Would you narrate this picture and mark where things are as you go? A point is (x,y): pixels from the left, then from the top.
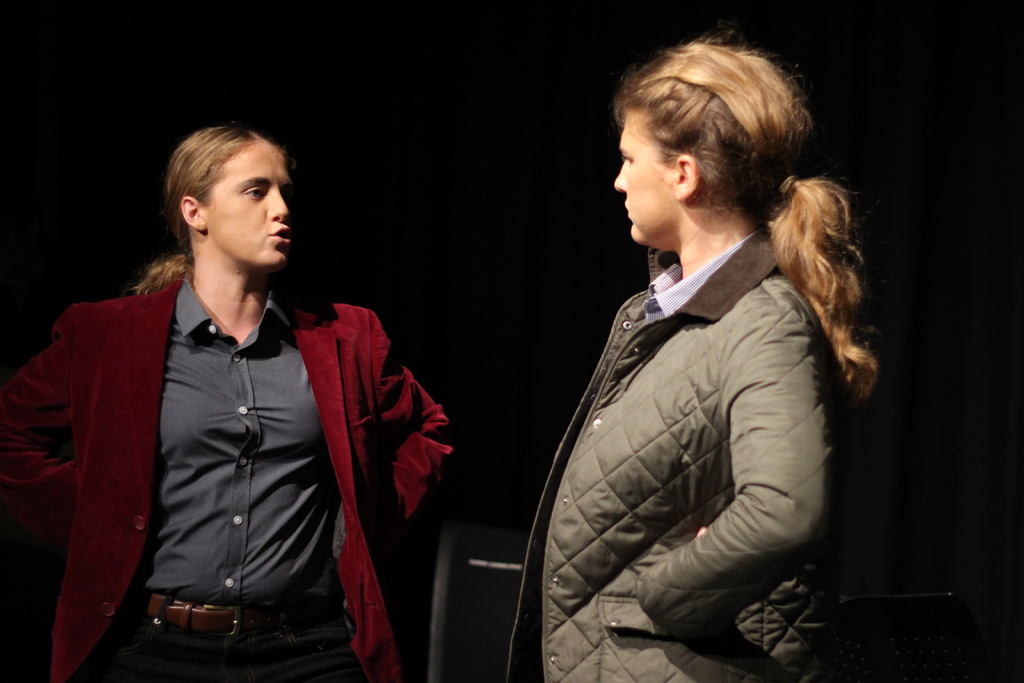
In the foreground of the picture (202,310) we can see two women (722,610), they are talking to each other. The background (423,280) is dark. In the middle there is a black color object (468,555).
